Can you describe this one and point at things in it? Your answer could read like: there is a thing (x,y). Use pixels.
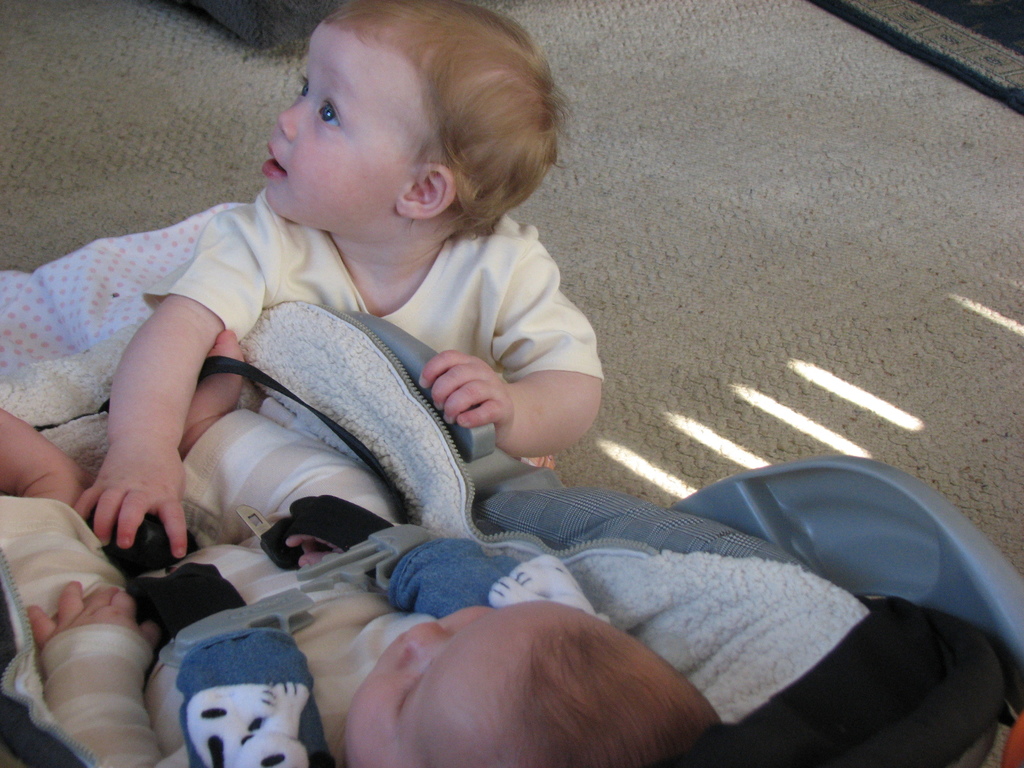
In this image I can see a baby (323,609) wearing cream colored dress (77,575) is laying on the baby bed (641,623) and another baby (470,365) wearing cream colored dress (527,325) is sitting on the floor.
